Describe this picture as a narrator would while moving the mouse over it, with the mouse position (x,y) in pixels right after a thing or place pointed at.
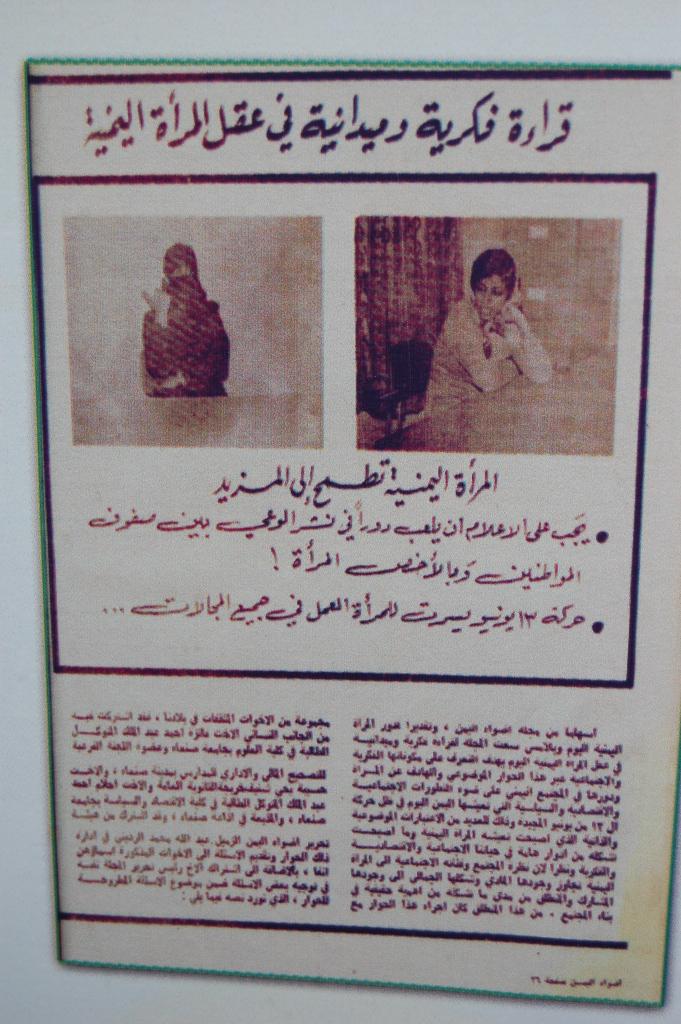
In this image I can see a paper (261,417), in the paper (308,398) I can see person images (298,313) and, one person (499,313) sitting in the chair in front of the table (561,395) and a text (261,818) visible.
